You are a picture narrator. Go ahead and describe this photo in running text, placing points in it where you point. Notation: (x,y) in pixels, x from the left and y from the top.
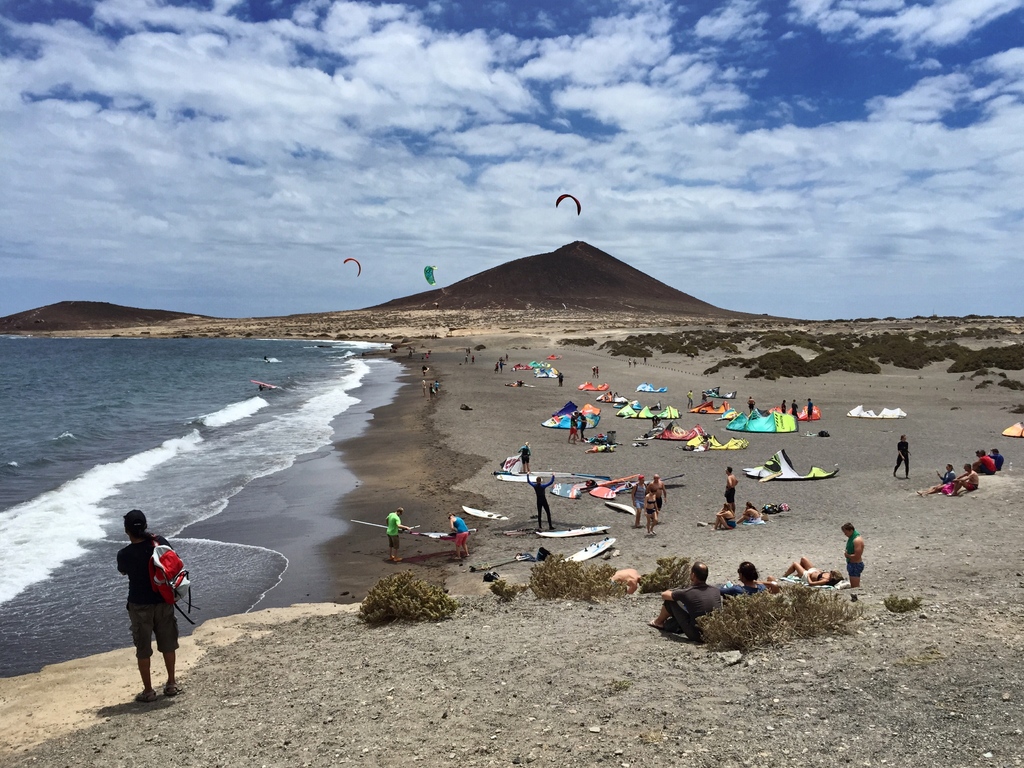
In this image I can see group of people (804,558), some are standing and some are sitting and I can also see few multicolor parachutes (766,415). Background (724,280) I can see the water (300,395), mountains (104,319) and the sky (359,206) is in blue and white color.
